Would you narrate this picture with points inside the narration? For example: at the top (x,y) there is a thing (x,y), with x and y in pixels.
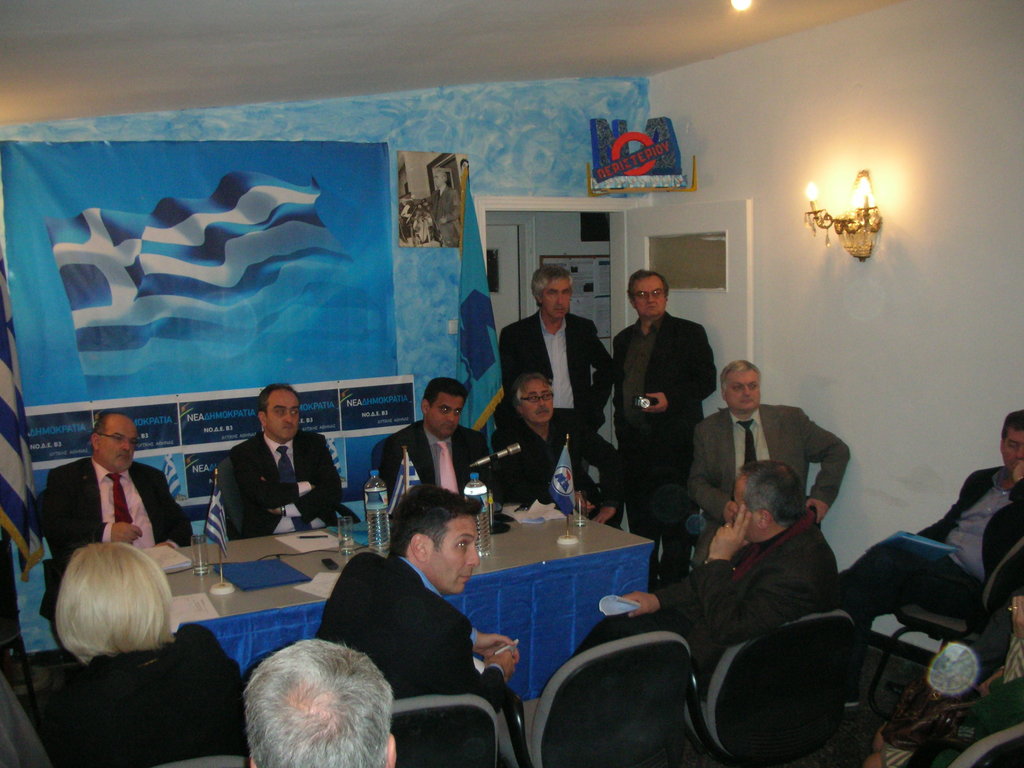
In this image there are group of people (490,635) sitting on the chairs (545,709), two of them are standing, there are papers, glasses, flags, water bottles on the table (187,581), and in the background (44,268) there is a banner (91,271), frame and a lamp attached to the wall (563,134) and doors (510,301).
